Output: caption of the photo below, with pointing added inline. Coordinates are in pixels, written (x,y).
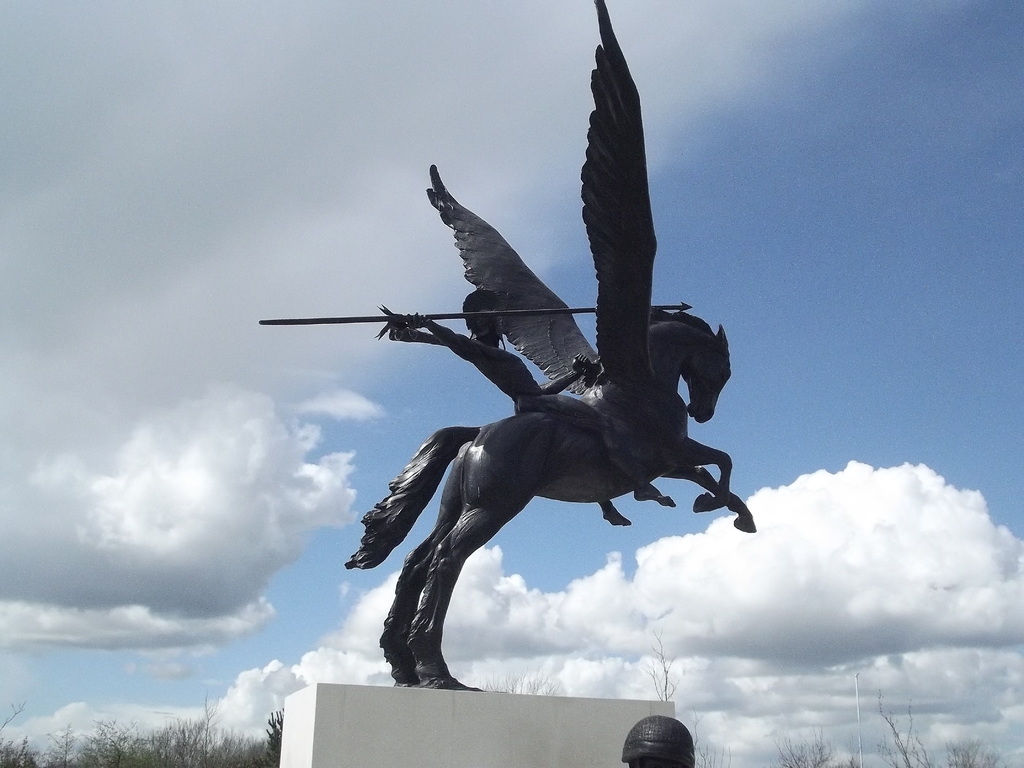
In this image we can see the sculpture (442,609) on the wall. And we can see the clouds (116,714) in the sky (103,700). And we can see the trees (103,749).
